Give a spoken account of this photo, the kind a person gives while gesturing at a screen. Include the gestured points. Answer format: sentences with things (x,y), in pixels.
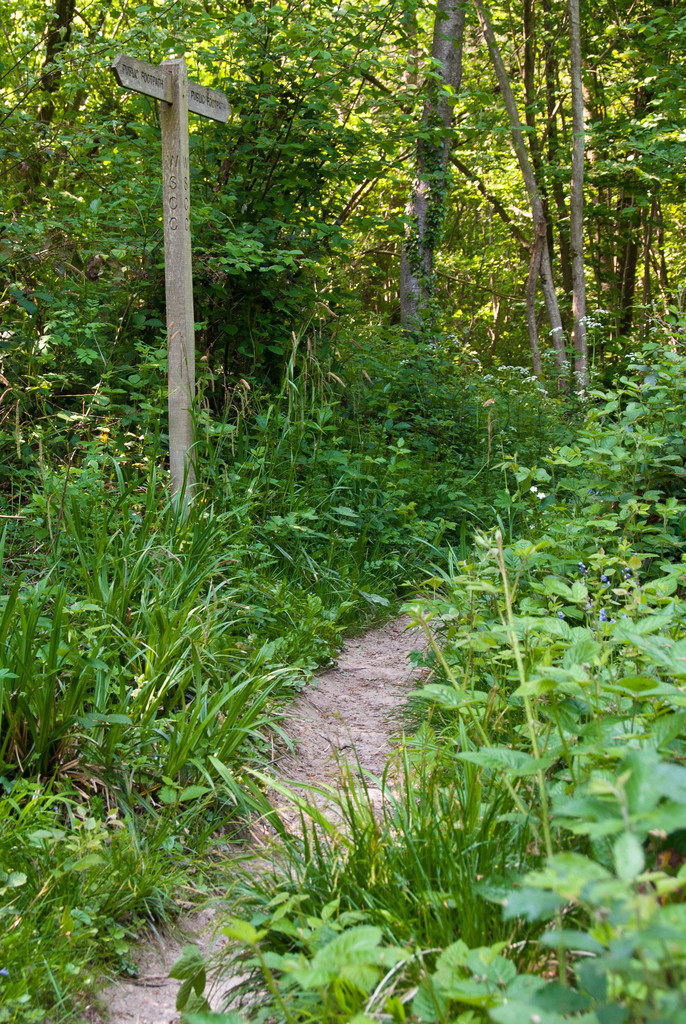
In this image I can see grass (358,616), number of trees (510,227), few boards (195,91) and on these boards (168,80) I can see something is written.
